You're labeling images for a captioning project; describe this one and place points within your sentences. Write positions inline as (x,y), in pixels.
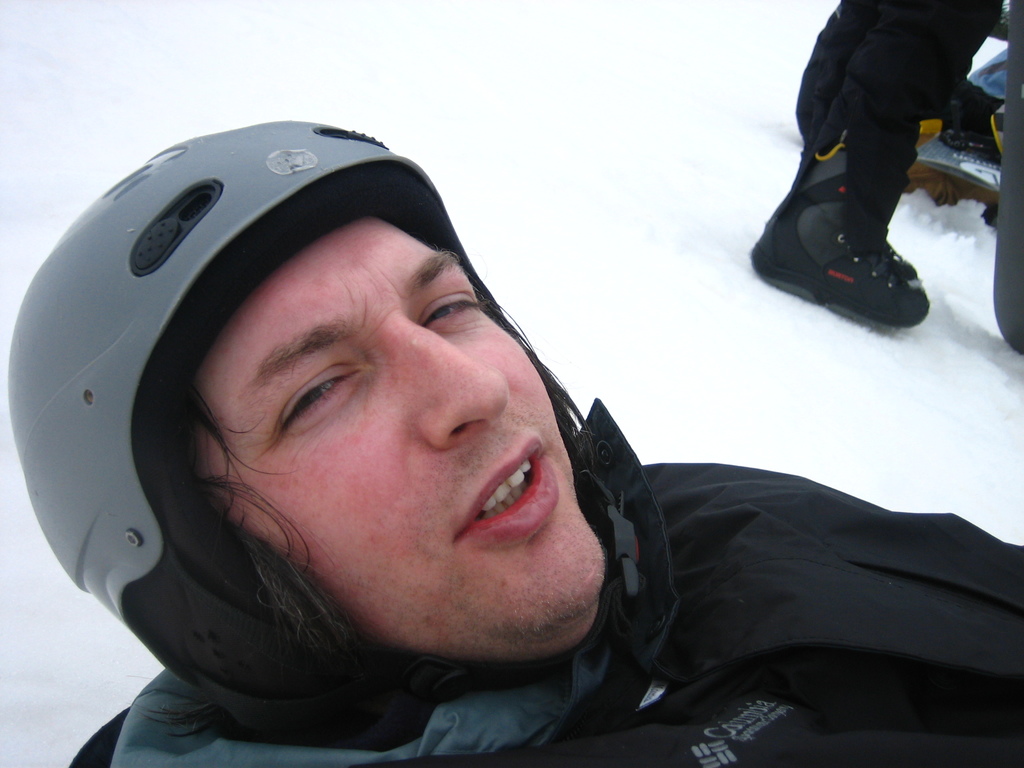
This image is taken in outdoors. In this image there are two people (449,350). In the middle of the image (378,335) there is a man (298,356) wearing helmet (122,304). In the top right of the image (923,29) a man (891,80) is standing. At the top of the image (414,63) there is a snow (120,128).
